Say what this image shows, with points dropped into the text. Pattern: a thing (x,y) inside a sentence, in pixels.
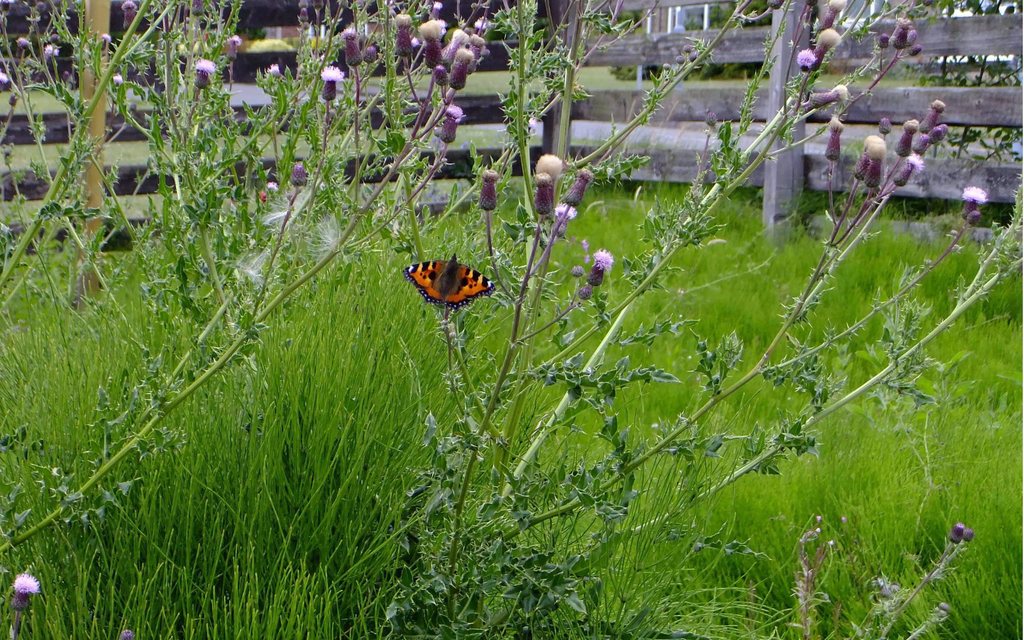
In this picture in the middle (436,276), we can see a butterfly (441,295) which is attached to a plant (491,265). In the background (373,103), we can see some plants (318,133), flowers (482,53), wood grill (776,78), trees (729,75), at the bottom (111,565) there is a grass (772,280).
